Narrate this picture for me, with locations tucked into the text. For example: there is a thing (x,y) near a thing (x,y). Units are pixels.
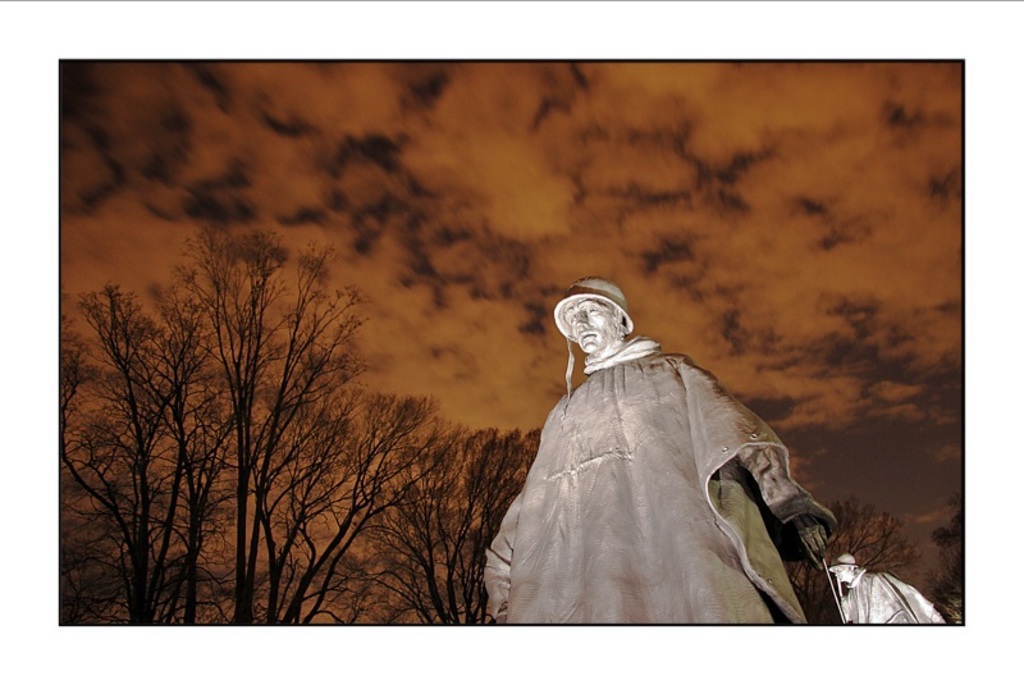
In this image we can see two statues (758,489), some big trees (501,507) and the background there is the cloudy sky (390,311).
